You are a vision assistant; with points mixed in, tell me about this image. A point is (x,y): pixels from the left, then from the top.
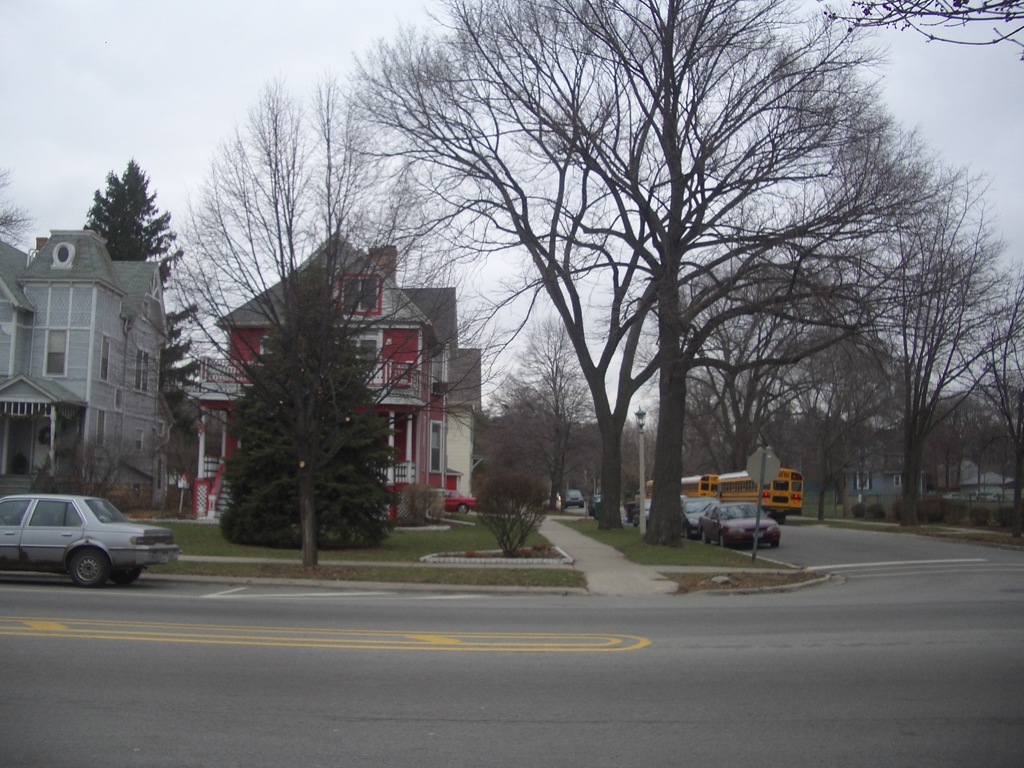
This image is taken outdoors. At the bottom of the image (412,666) there is a road (917,645). At the top of the image (128,86) there is a sky (150,78) with clouds (114,26). On the left side of the image (118,510) a car (93,507) is parked on the road (80,616). On the right side of the image (1003,477) there is a house (898,491) and a few vehicles (698,516) are parked on the ground (752,547) and there are many trees (806,416). In the background (87,305) there are two houses (74,313) and buildings (438,345) and there are many trees (344,434) and plants (364,506).
